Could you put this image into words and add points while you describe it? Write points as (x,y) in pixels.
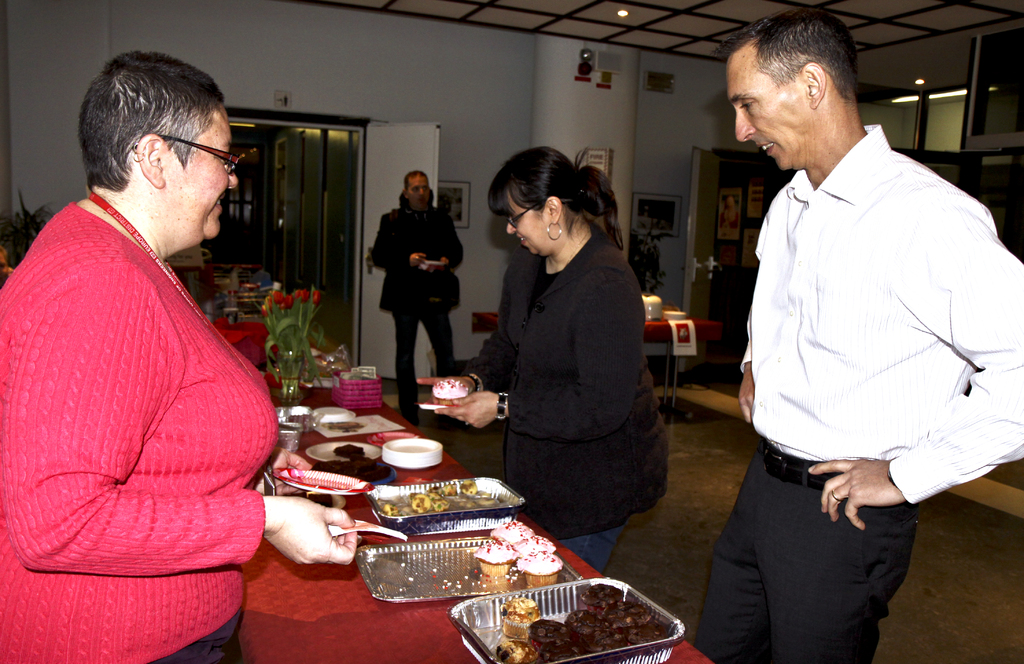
This image is taken indoors. In the background (44,148) there is a wall (642,135) with many picture frames (680,202) on it and there is a door (316,196). There is a pillar (594,107). A man (419,273) is standing on the floor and there is a table (702,335) with a few things (683,343) on it. There is a plant (647,266). At the top of the image (569,13) there is a roof (645,21) with a light (917,82). On the left side of the image (157,289) a woman (199,415) is standing and she is holding a plate (323,491) and a spoon (327,525) in her hands (275,488). There is a table (329,620) with a tablecloth (321,625) and many trays (458,561) with food items (514,634) and a flower vase (286,358) on it. On the right side of the image (770,292) a man (776,275) is standing and a woman (625,362) is standing and she is holding a food item (453,398) in her hands (443,409).
